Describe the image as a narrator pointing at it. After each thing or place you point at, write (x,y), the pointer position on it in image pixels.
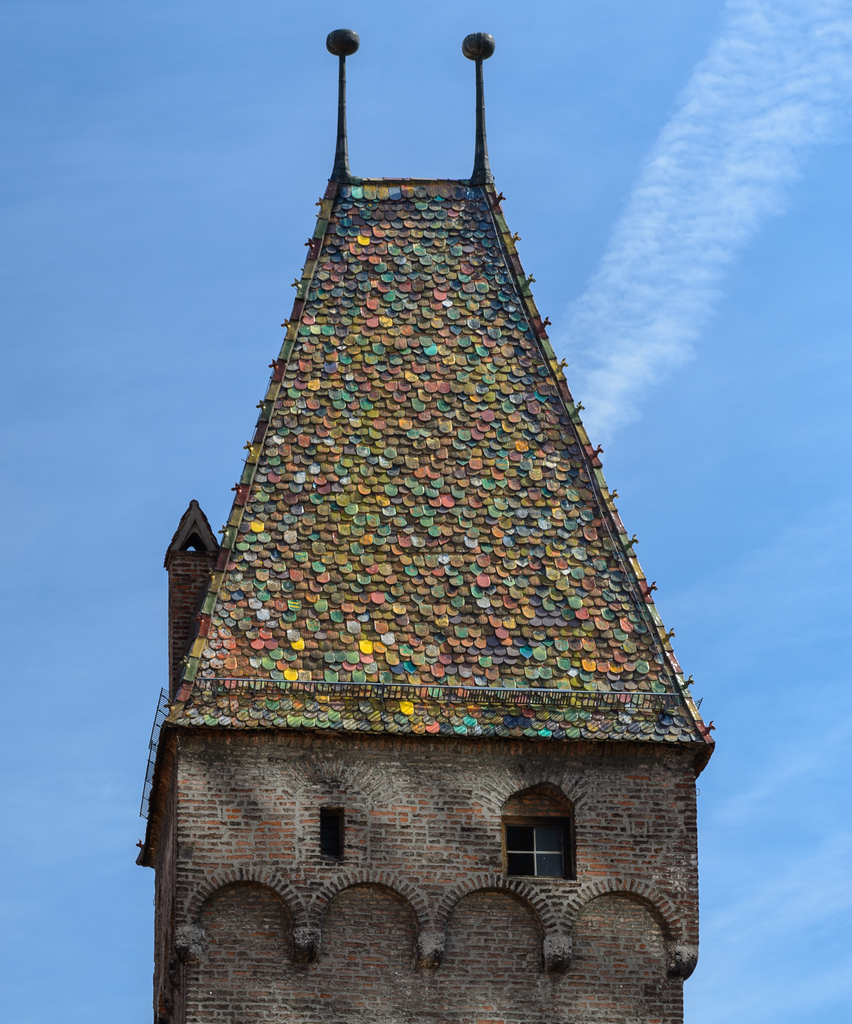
In the center of the image (413,577) we can see a building (287,573). In the background (301,212) there is sky (645,222).
